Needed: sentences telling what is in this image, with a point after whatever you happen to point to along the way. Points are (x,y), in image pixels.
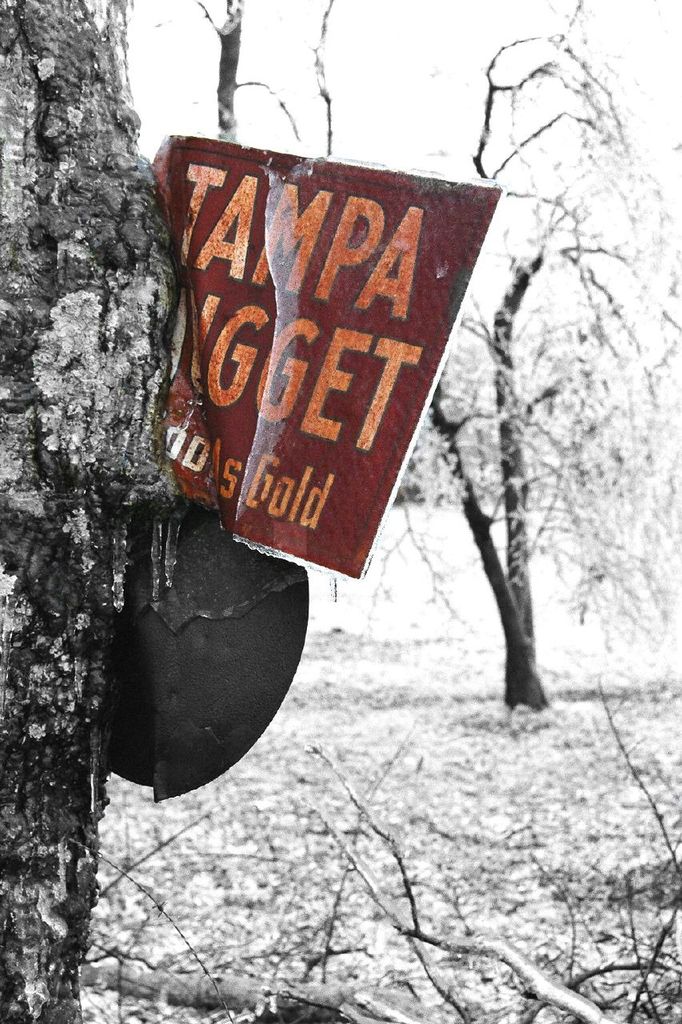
This looks like a board (306,390) with the letters (283,229) on it. This is a tree trunk (72,523). I can see the trees (522,575) and branches (359,1003).
